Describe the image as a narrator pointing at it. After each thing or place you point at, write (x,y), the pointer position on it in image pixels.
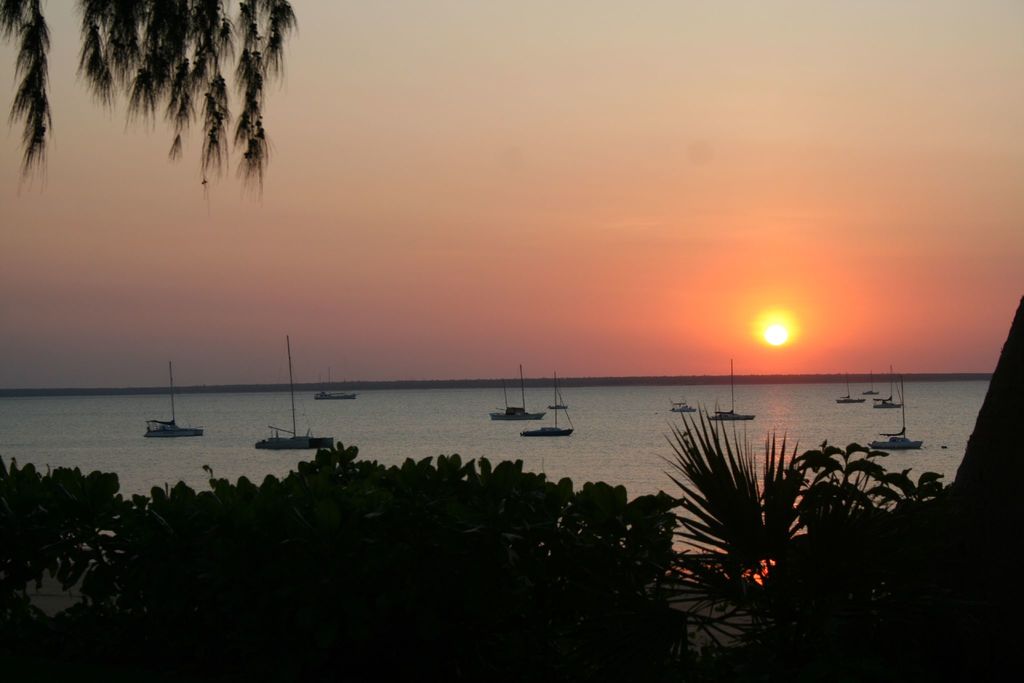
In this image I see number of trees (568,540) and in the background (161,411) I see the water (887,427) on which there are few boats (527,436) and I see the sky (490,204) and I see the sun (771,339) over here.
